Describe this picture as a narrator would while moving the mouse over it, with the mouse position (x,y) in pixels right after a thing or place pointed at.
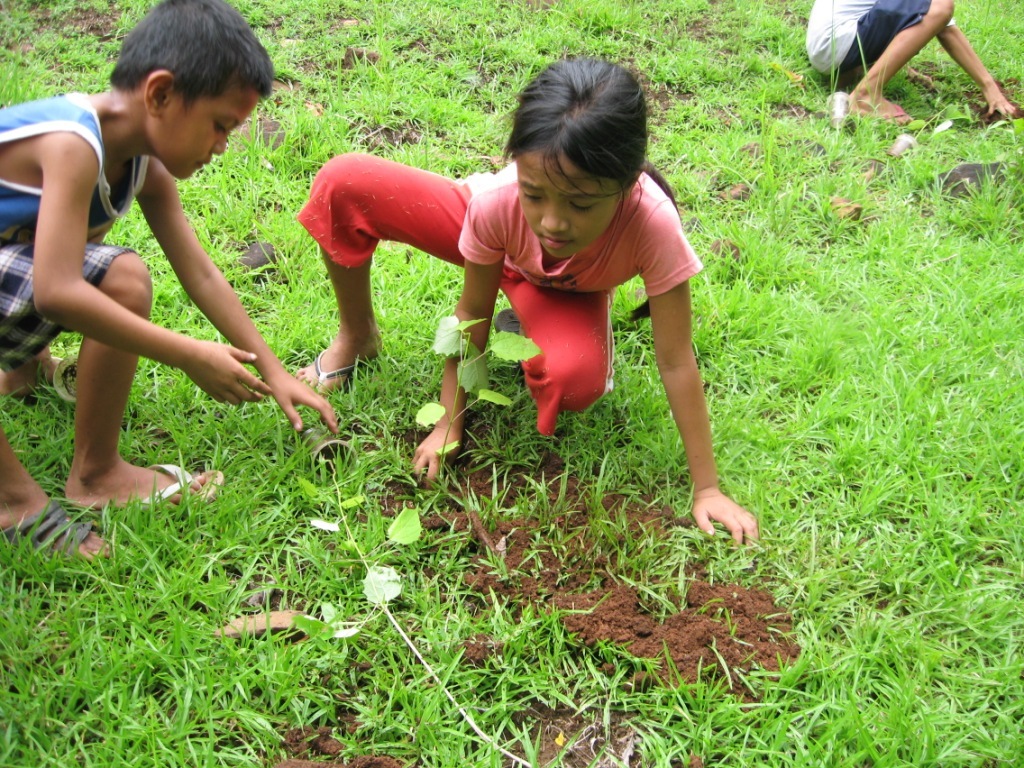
In this picture I can see children's (601,296) and grass (710,672). The girl (607,333) is wearing t-shirt (596,274) and pants (578,405).
